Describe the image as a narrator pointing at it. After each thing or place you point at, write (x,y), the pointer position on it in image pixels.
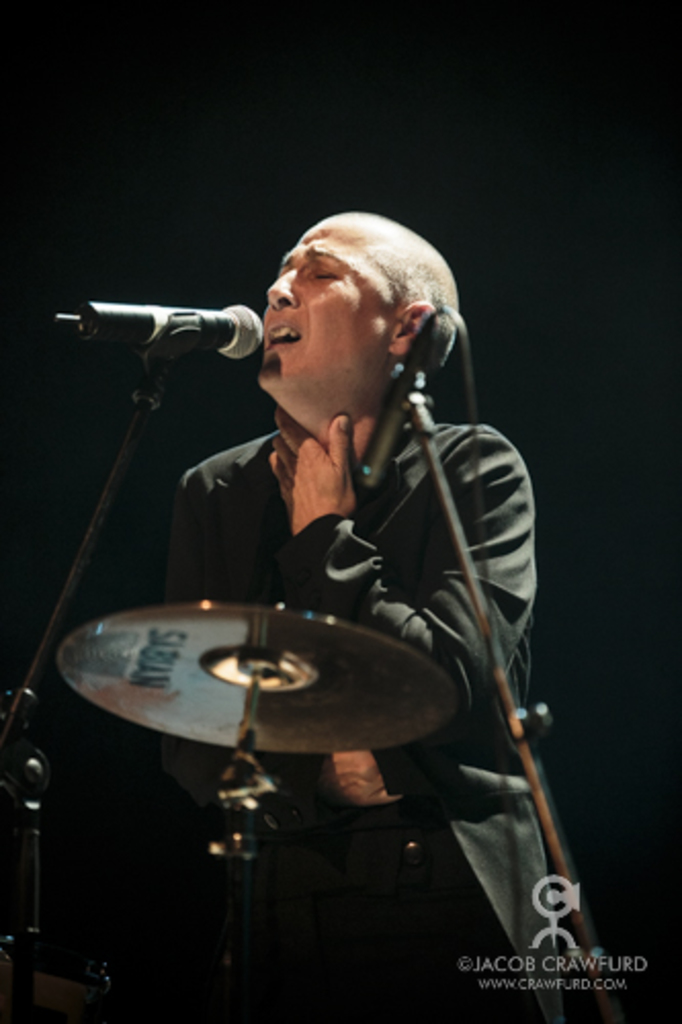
In this image a person (373,375) is singing wearing black dress (355,587). In front of her there are mics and drums (171,728).
